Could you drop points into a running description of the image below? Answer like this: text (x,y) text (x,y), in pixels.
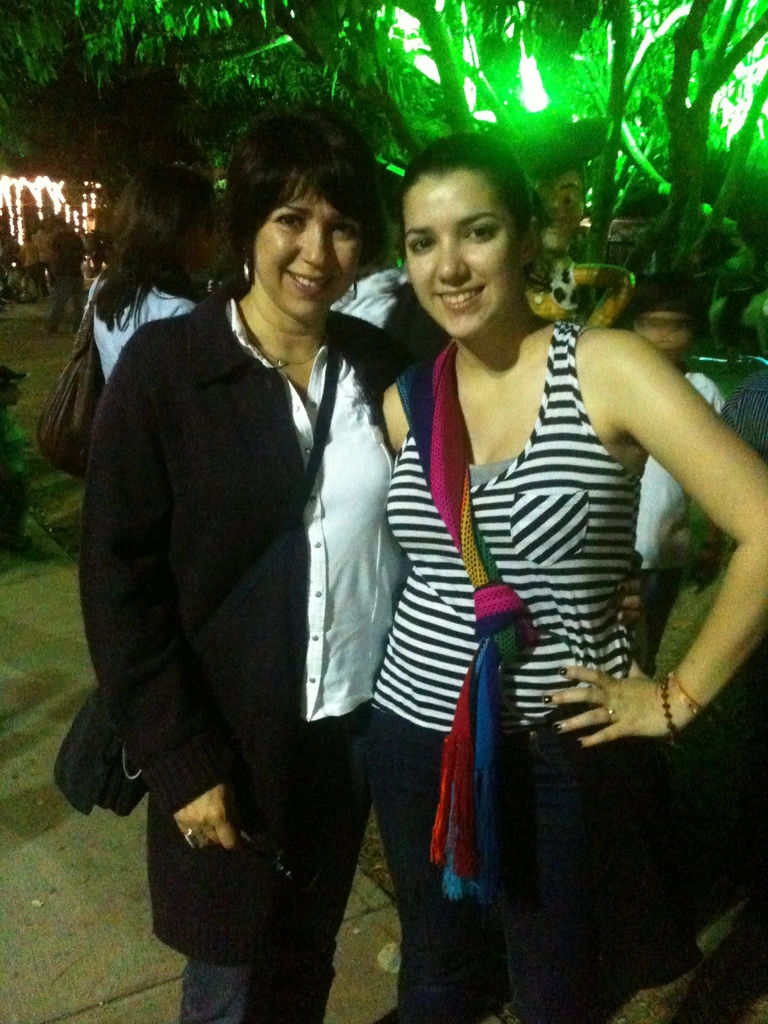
In this picture we can see two women (512,902), they are smiling, one woman (165,804) is wearing a bag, holding an object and in the background (734,295) we can see people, trees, lights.
